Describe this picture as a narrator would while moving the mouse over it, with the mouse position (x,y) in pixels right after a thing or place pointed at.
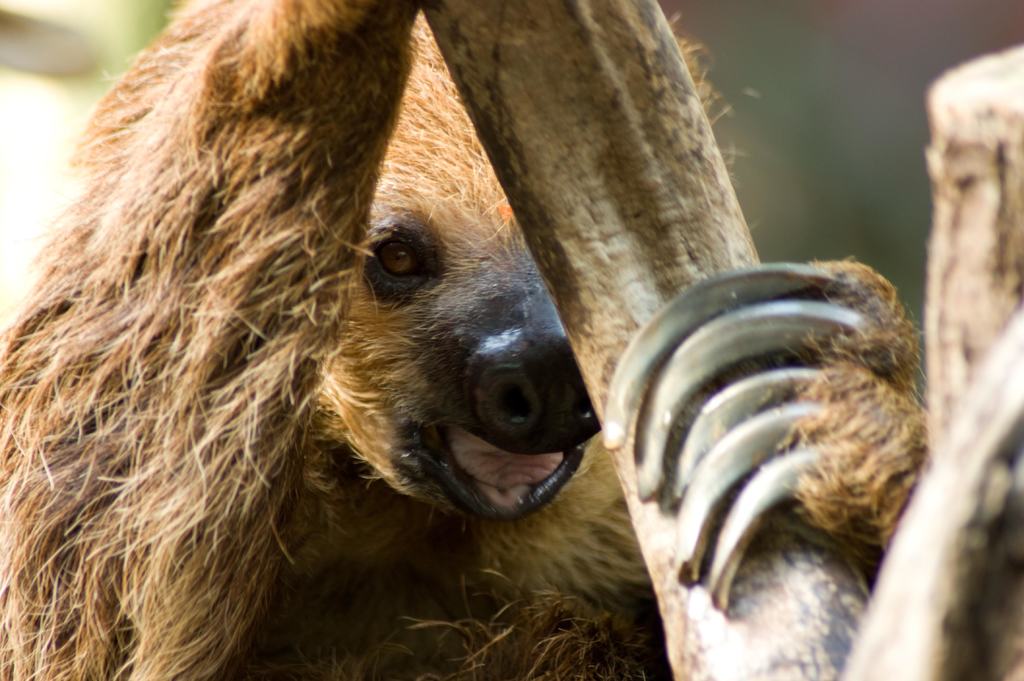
In this image I can see an animal (277,9) in the foreground (374,72) holding a stick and the background (824,109) is blurred.
